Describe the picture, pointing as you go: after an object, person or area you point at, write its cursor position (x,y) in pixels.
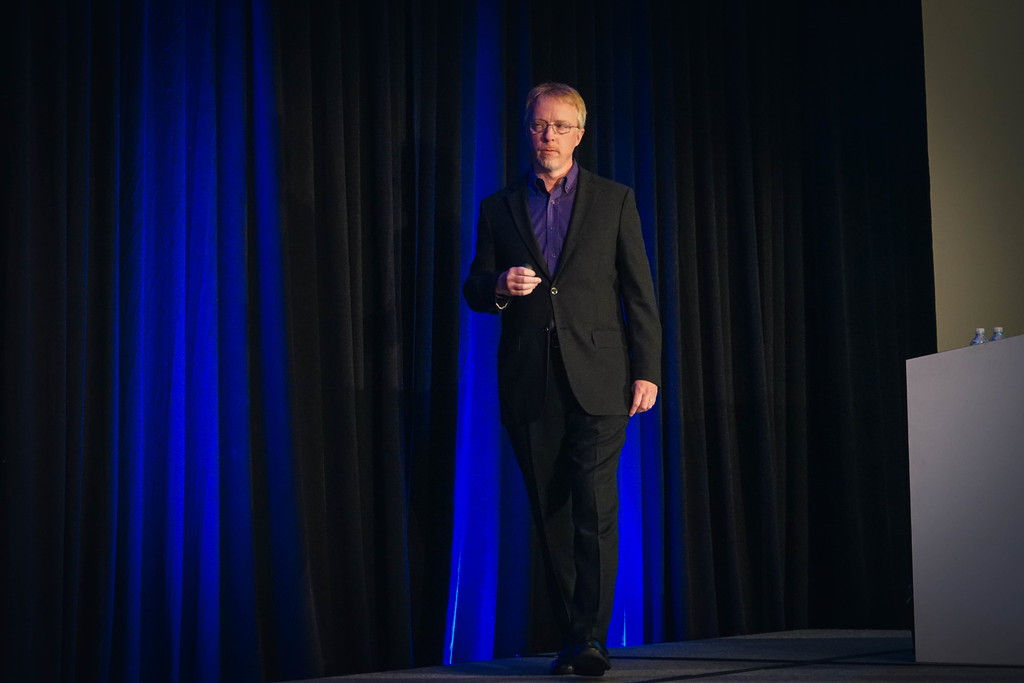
This picture shows a man (572,145) standing on the dais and he wore spectacles (544,124) on his face (543,150) and we see curtains (645,135) on the back (698,194) and couple of water bottles (983,341) on the table (1006,627).
